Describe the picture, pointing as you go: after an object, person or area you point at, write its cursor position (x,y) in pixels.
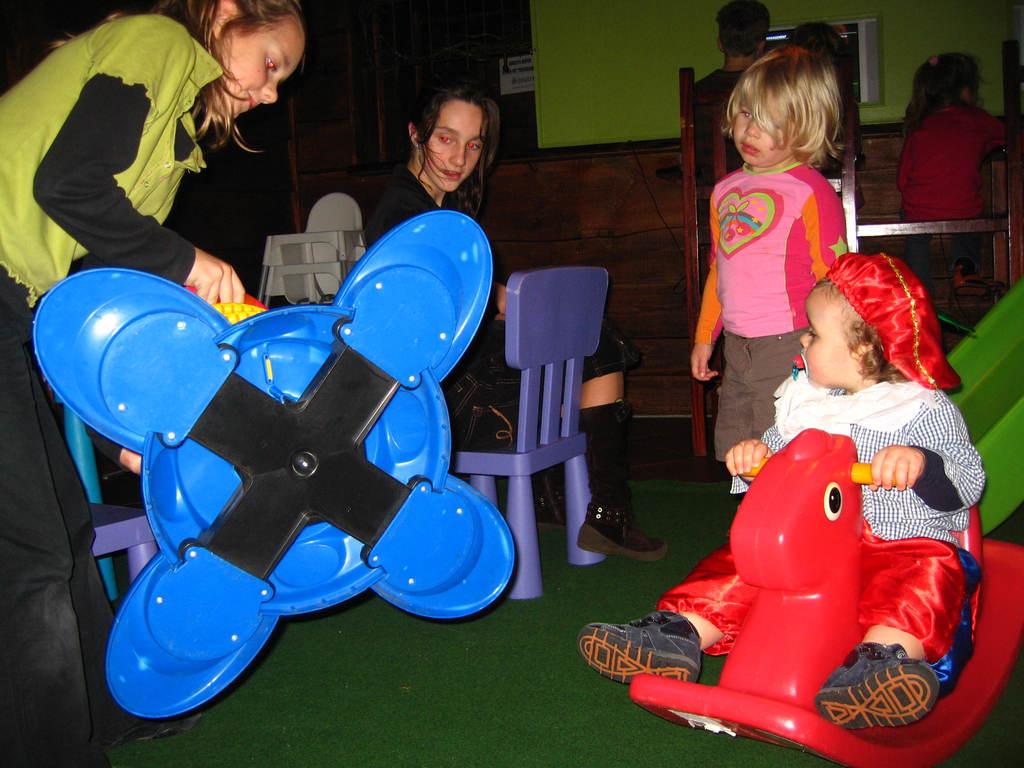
In this image we can see a group of children (848,377), some children (933,185) are sitting on chairs (690,173). One girl (166,57) is holding an object (245,315) with her hands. On the right side of the image (894,550) we can see a child (918,442) sitting on a toy (866,468) placed on the ground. In the background (589,112), we can see a screen (850,55) and a board (523,65) with some text (514,74) on the wall (493,84).
